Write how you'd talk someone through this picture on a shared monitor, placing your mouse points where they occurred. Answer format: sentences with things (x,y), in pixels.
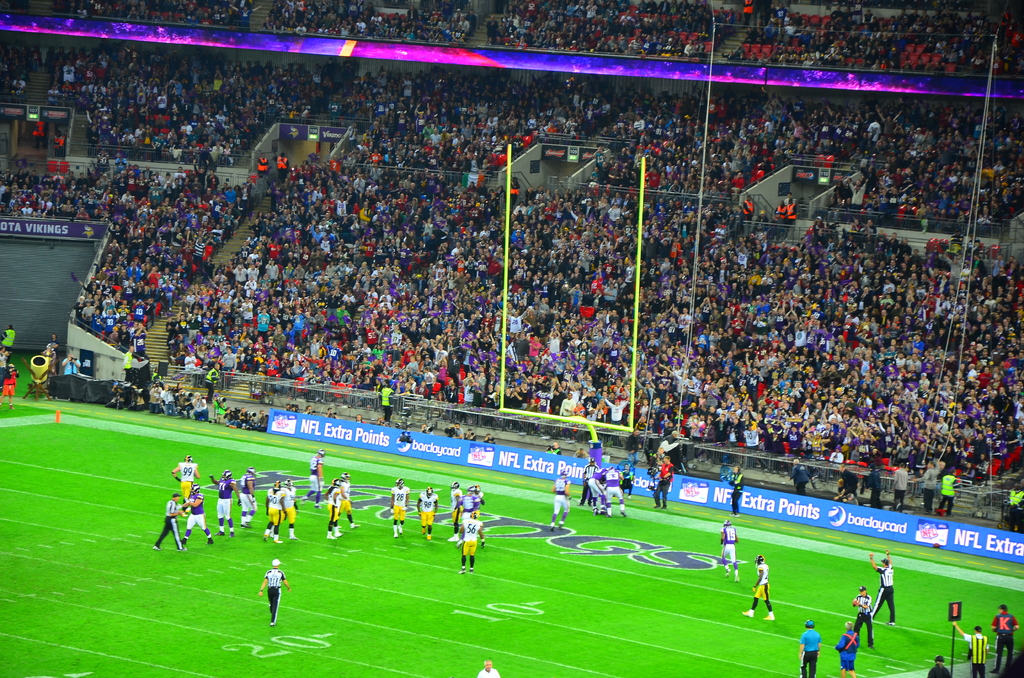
This is the picture of a stadium (814,411). In this image there are group of people (665,503) walking. At the back (922,131) there are group of people (374,131) and there are staircases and handrails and there is a board (43,233). On the left side of the image (58,395) there are devices (86,392). In the foreground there are boards (881,530).
